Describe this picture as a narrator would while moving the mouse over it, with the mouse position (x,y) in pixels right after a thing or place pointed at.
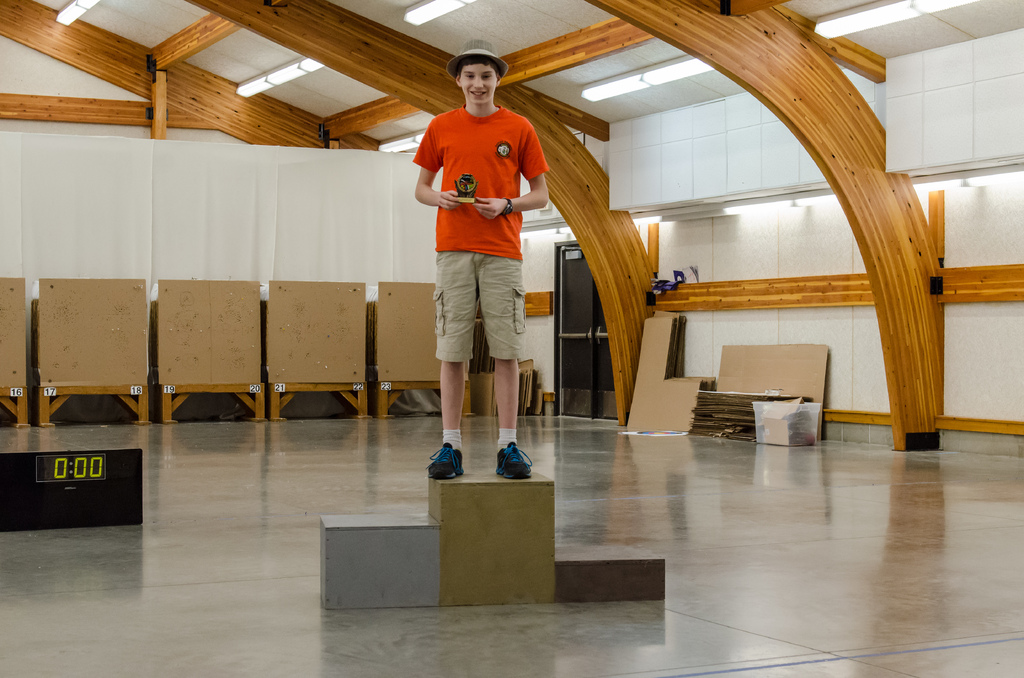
In this image there is a person (471,257) holding an object (468,186) and standing on the winner stand (498,548), there are few lights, white color objects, there is ceiling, a stopwatch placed on the floor (206,478), few boards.
